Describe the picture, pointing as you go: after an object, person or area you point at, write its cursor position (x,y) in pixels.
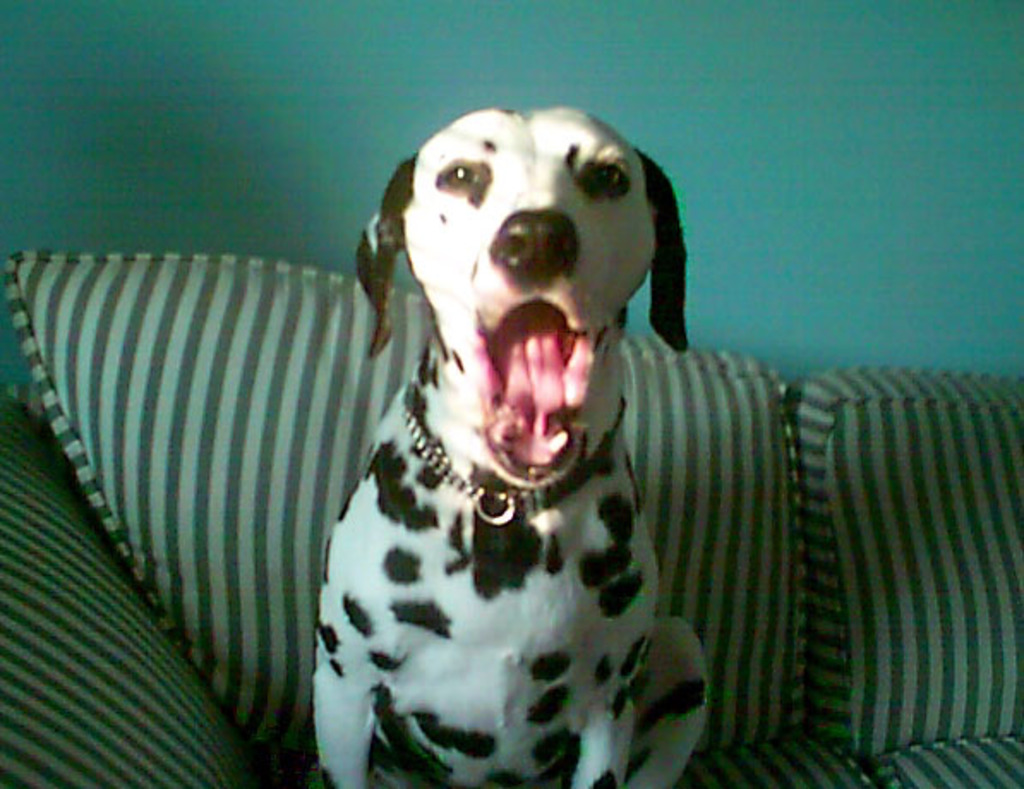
This image consists of a dog (477,417) sitting on a sofa (55,594). In the background (379,34), there is a wall (52,232).
